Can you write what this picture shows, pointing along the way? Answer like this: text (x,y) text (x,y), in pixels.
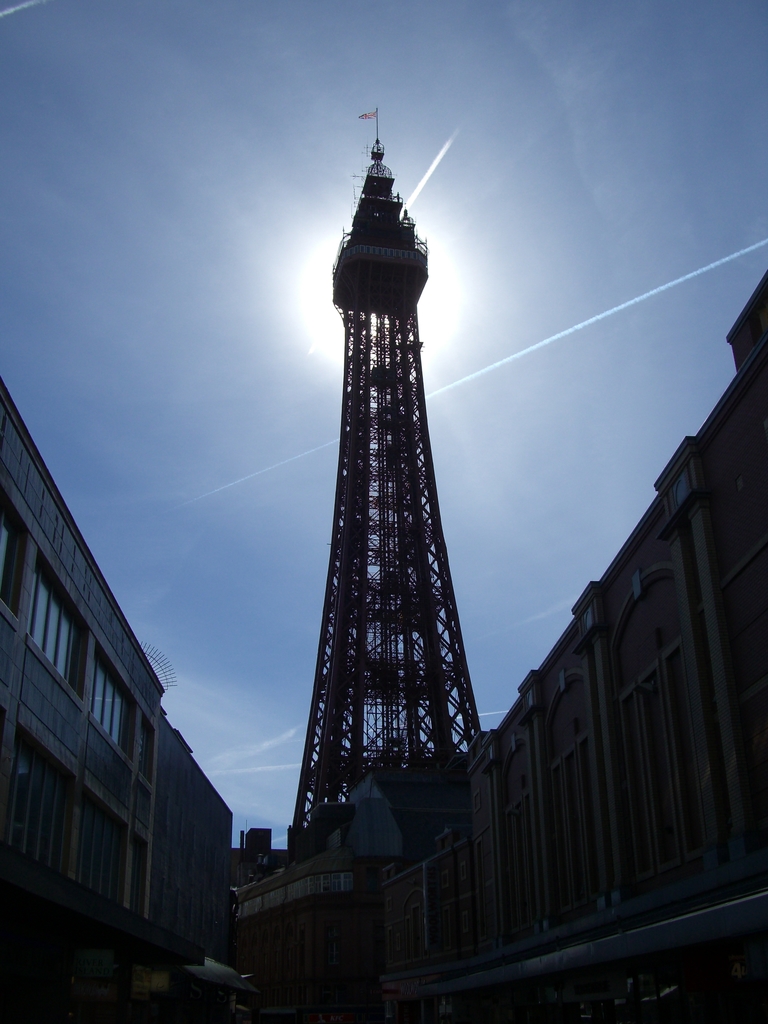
This picture is clicked outside. On both the sides we can see the buildings (475,758). In the center (405,476) we can see the tower (388,233) and the flag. In the background (672,145) we can see the sky (440,252), sunlight (302,266). In the foreground (704,968) we can see some other objects (675,941).
